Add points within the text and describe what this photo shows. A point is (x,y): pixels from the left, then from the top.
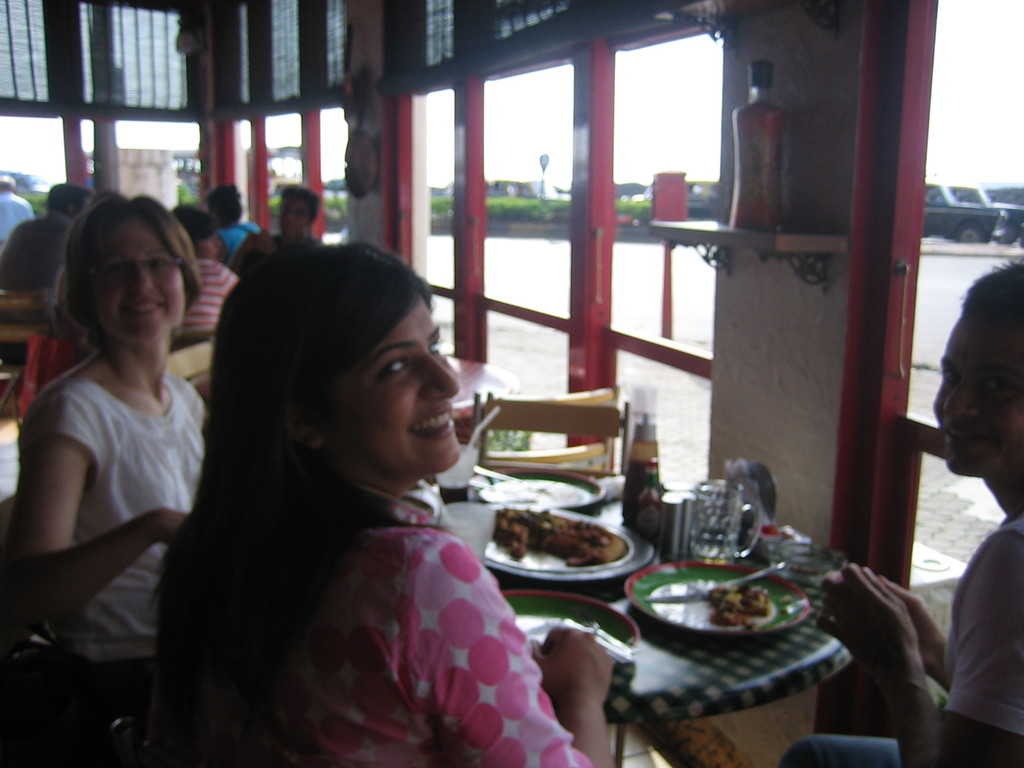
In this image I can see number of people (191,489) are sitting on chairs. Here on this table (616,681) I can see foods (583,549) in plates (586,612) and a glass (711,542).
